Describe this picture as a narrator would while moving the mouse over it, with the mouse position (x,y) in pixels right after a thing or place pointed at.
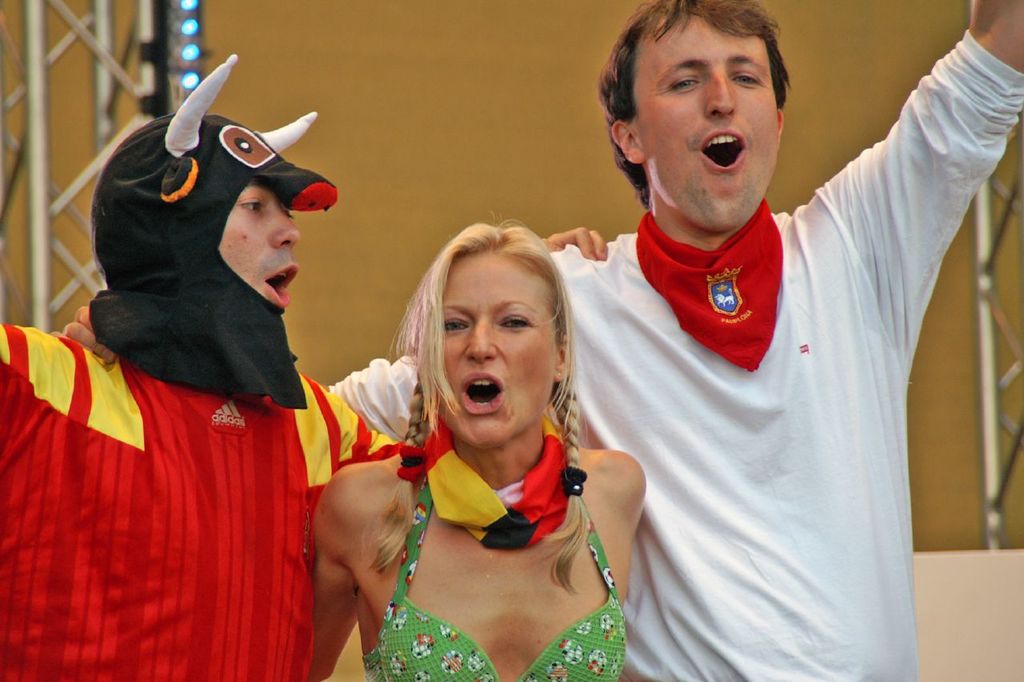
In this image two men (214,303) and one woman (487,437) is standing. One men (841,395) is wearing white t-shirt (787,423) and the other one (203,494) is wearing red dress (106,524) with black color animal mask (186,278). The woman (596,668) is wearing green color top (447,666). Behind brown color wall (447,115) is present.
